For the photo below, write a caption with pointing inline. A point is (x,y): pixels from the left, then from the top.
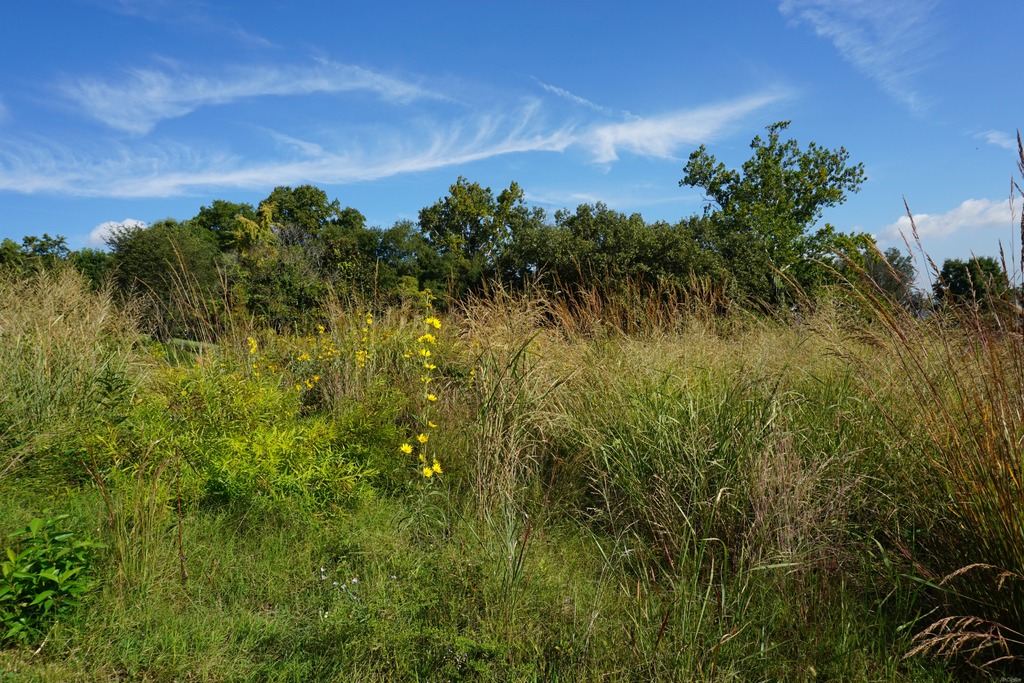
In this picture there is a forest view (233,491). In the front (157,586) bottom side there is a some grass (488,522). Behind we can see some trees (455,189) and clear blue sky (275,149).
